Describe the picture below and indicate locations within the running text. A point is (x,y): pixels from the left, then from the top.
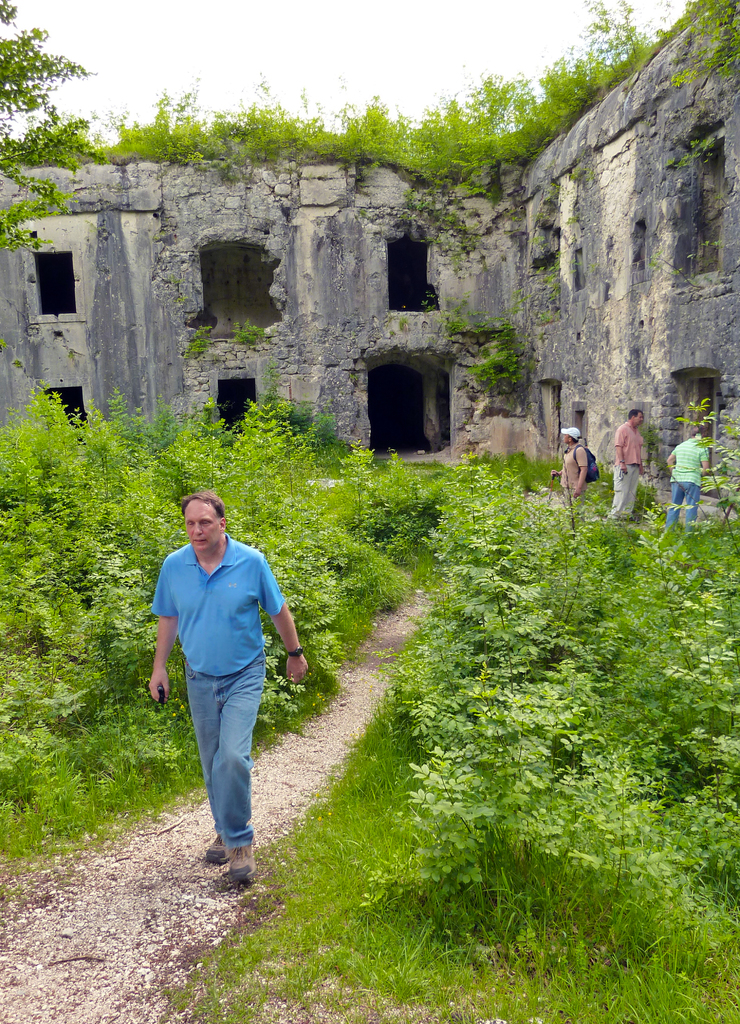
In this image we can see a person (162,677) walking on a small road (332,716). There are plants (526,855). In the back (460,344) there is a building (349,292). And there are people (632,458). On the building (515,264) there are plants (373,133). In the background (242,81) there is sky (468,69).
